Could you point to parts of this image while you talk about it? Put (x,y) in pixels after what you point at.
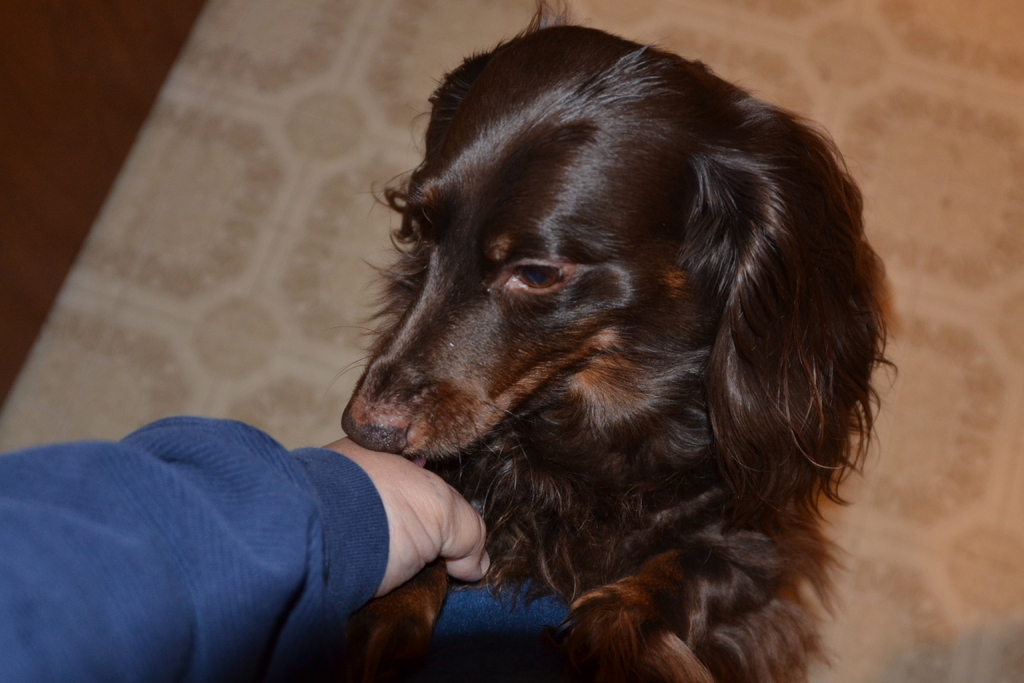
In this picture we can see hand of a person (160,659) and a dog (549,393). Here we can see floor (871,496).
